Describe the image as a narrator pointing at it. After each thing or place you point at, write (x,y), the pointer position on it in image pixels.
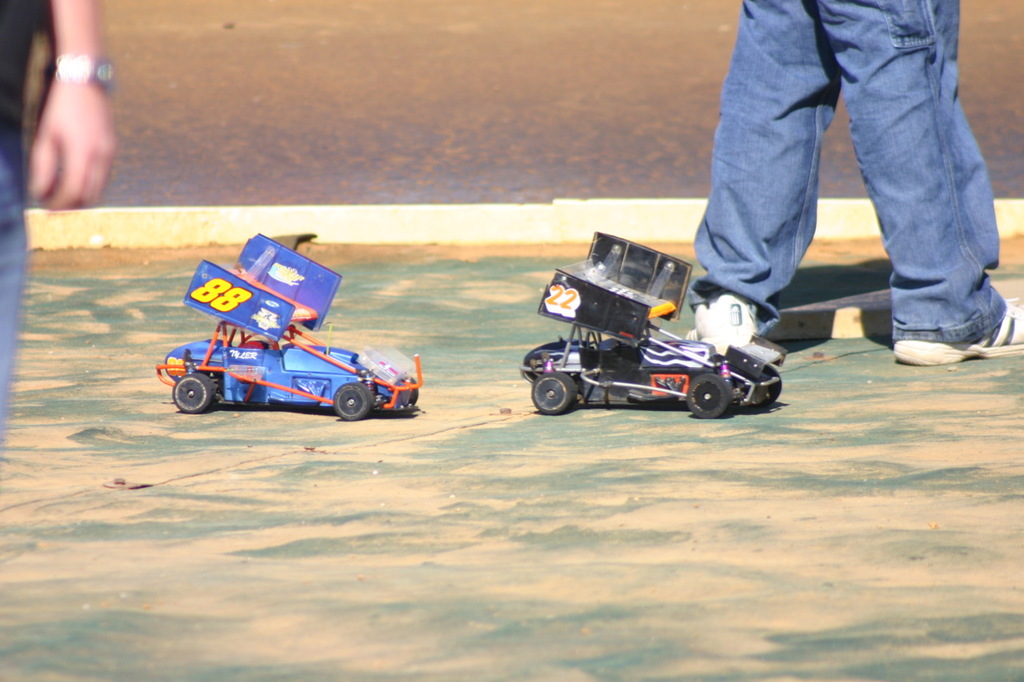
In this image we can see the legs (744,248) of a person (790,270) and two toy cars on the surface (494,486), on the left side of the image (65,21) there is another person (65,21).
